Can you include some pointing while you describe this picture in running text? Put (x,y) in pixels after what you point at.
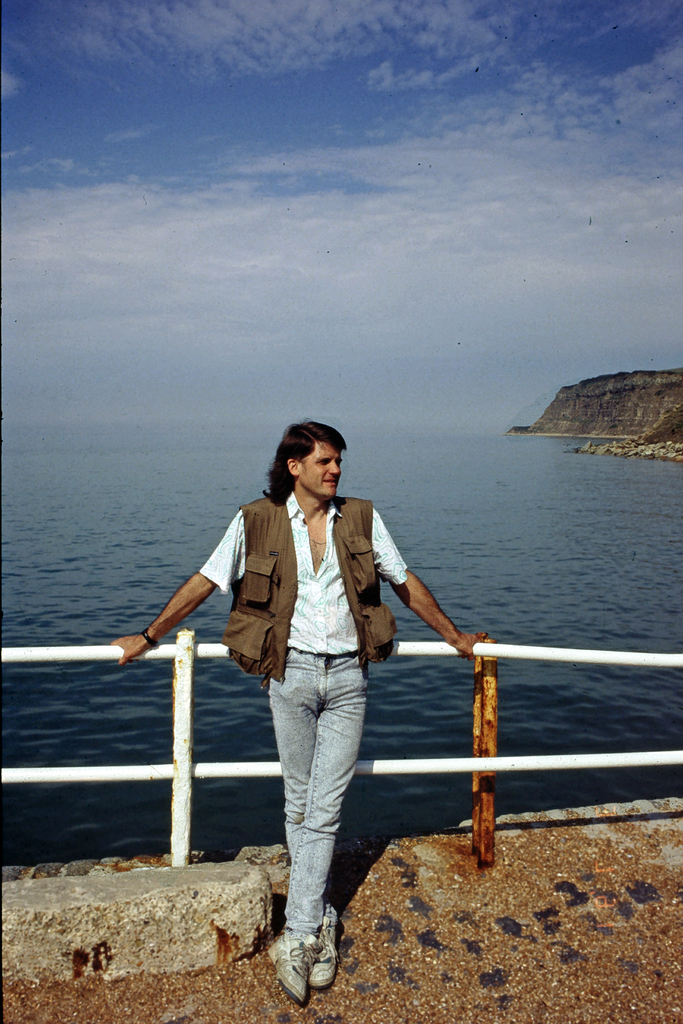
This image is taken outdoors. At the top of the image (335,304) there is the sky (345,189) with clouds (251,206). At the bottom of the image (245,986) there is a ground (369,977). In the background (84,579) there is a sea (91,541) with water (69,611). On the right side of the image (544,426) there is a hill (592,399). In the middle of the image (300,582) a man (310,684) is standing on the ground (441,895) and there is a railing (181,758).
